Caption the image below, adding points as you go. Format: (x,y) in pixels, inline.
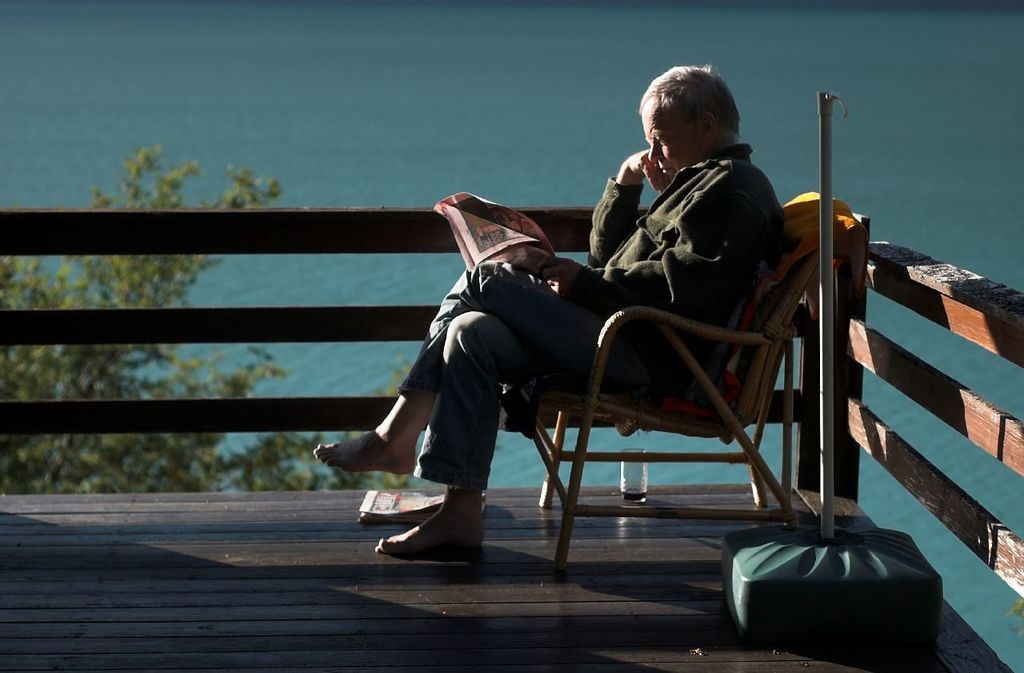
In this image we can see a man (660,344) sitting on the chair (622,319) and holding a newspaper (523,246). At the bottom (609,571) there is a deck (442,569) and we can see a glass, newspaper (388,498) and an object (831,560) placed on the deck (401,527). In the background (399,185) there is water (362,183) and we can see a tree (96,441).
